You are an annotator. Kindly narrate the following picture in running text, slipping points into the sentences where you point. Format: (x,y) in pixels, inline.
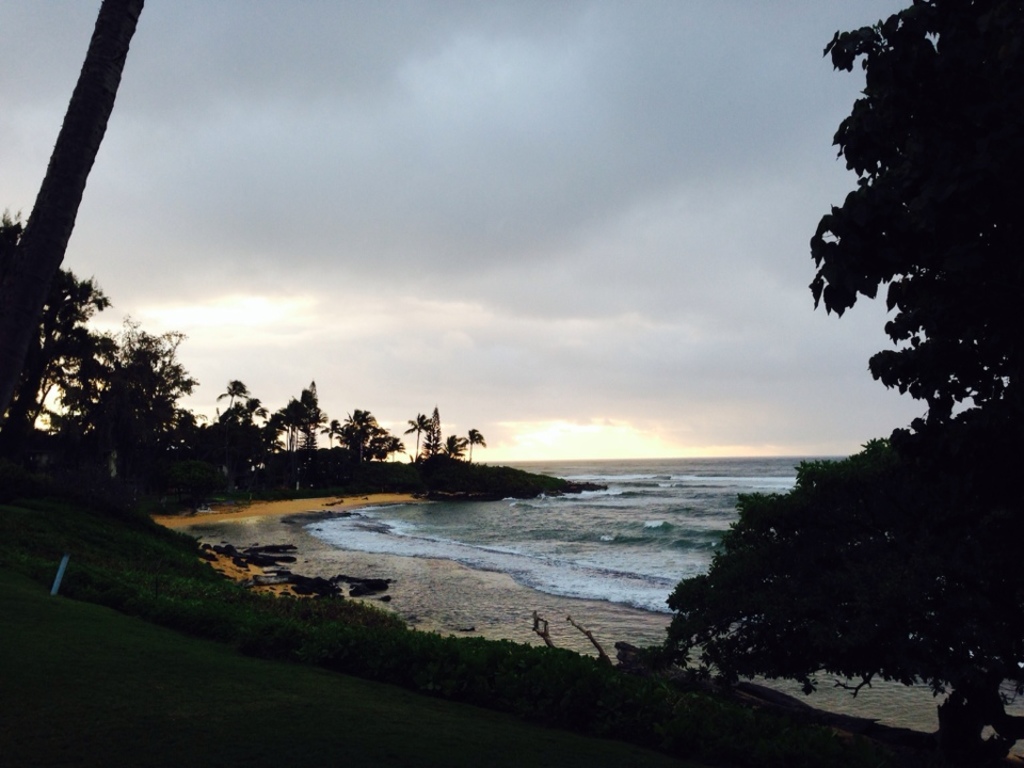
In the image there is a beach (468,583) and around the beach (238,525) there are a lot of trees (798,607).
